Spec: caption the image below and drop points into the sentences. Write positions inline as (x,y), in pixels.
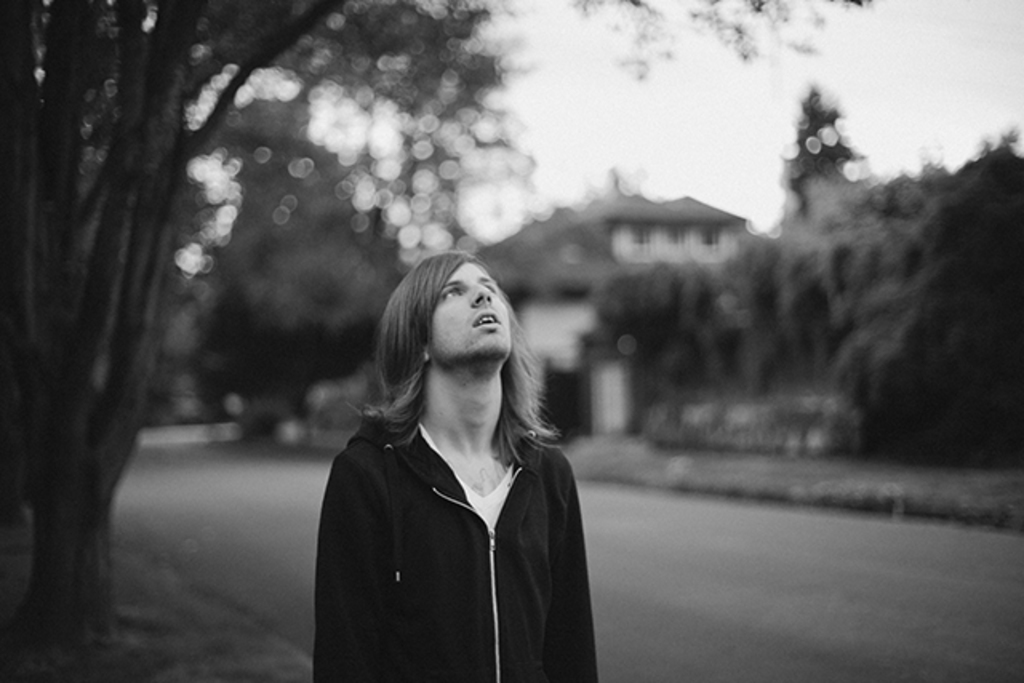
In this picture I can observe a person (444,498) in the middle of the picture (407,362). Behind the person (376,506) there is a road (600,545). In the background (387,254) there are trees (644,277), house (620,229) and sky (636,103).
